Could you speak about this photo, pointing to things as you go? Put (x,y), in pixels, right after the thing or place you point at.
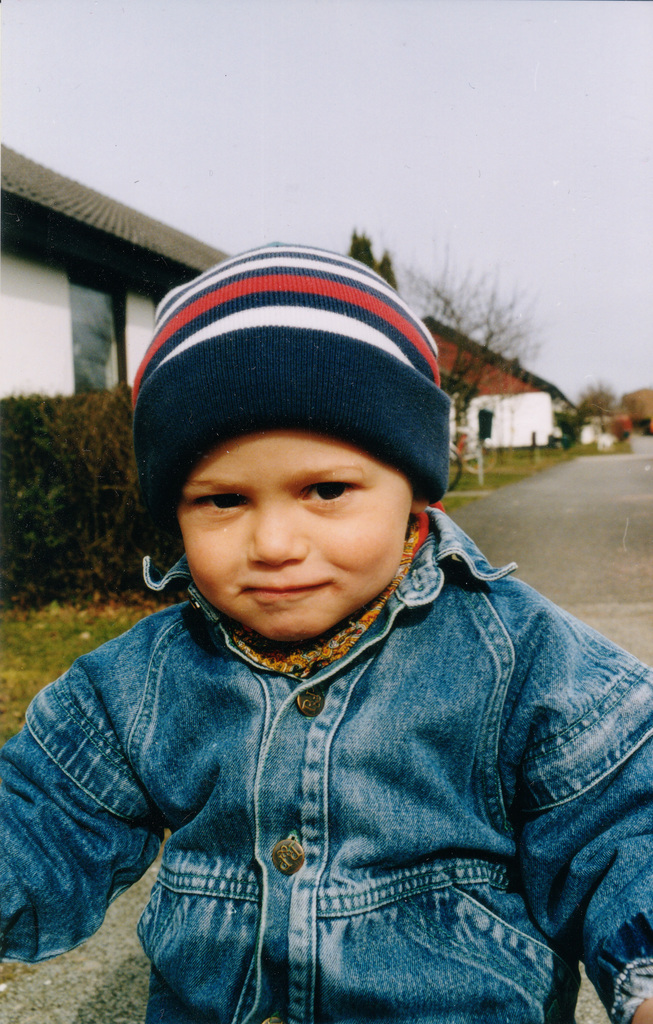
In this image in front (567,818) there is a boy (413,909). In the background of the image (6,304) there are houses (80,296), road (541,507), trees (588,403) and sky (470,129).
